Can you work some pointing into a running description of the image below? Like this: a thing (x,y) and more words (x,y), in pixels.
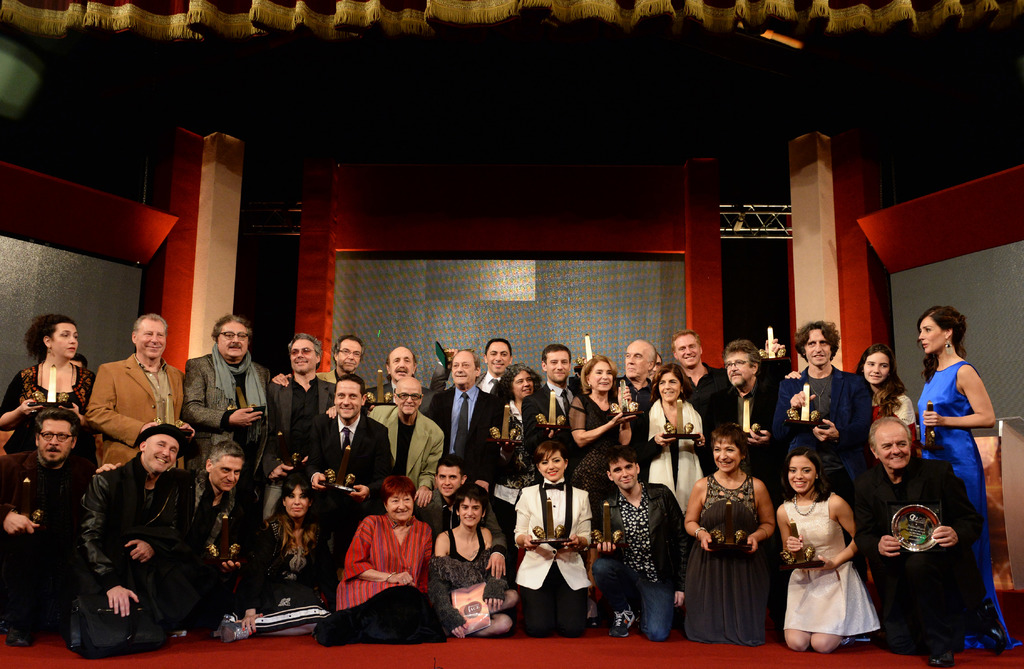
In this image there a few people (498,532) sitting on the floor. Behind them there are people (604,396) standing. Most of them are holding trophies (734,536) in their hands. Behind them there is a wall (455,288). At the top (239,29) there is a cloth (469,6).
